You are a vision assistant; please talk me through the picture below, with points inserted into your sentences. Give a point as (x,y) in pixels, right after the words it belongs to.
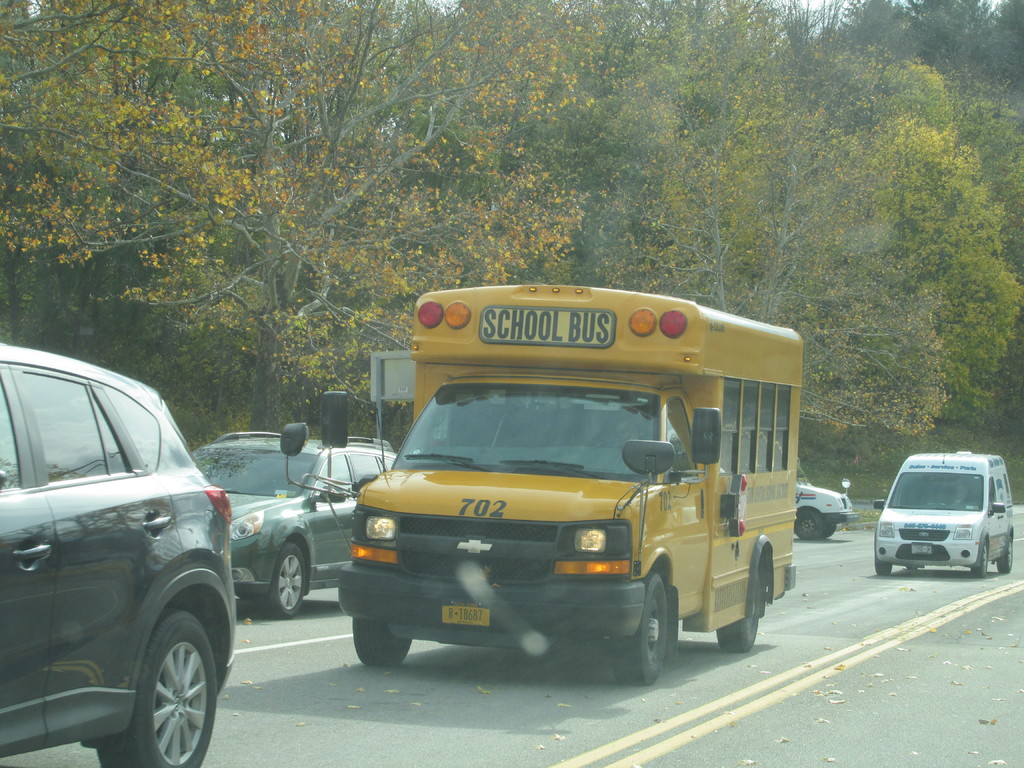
In this picture we can see a road (782,613) where on road (575,697) we can see school bus (647,553) which is in yellow color and van (888,522) and here it is a car (33,524) and in the background (804,160) we can see trees (353,196).
